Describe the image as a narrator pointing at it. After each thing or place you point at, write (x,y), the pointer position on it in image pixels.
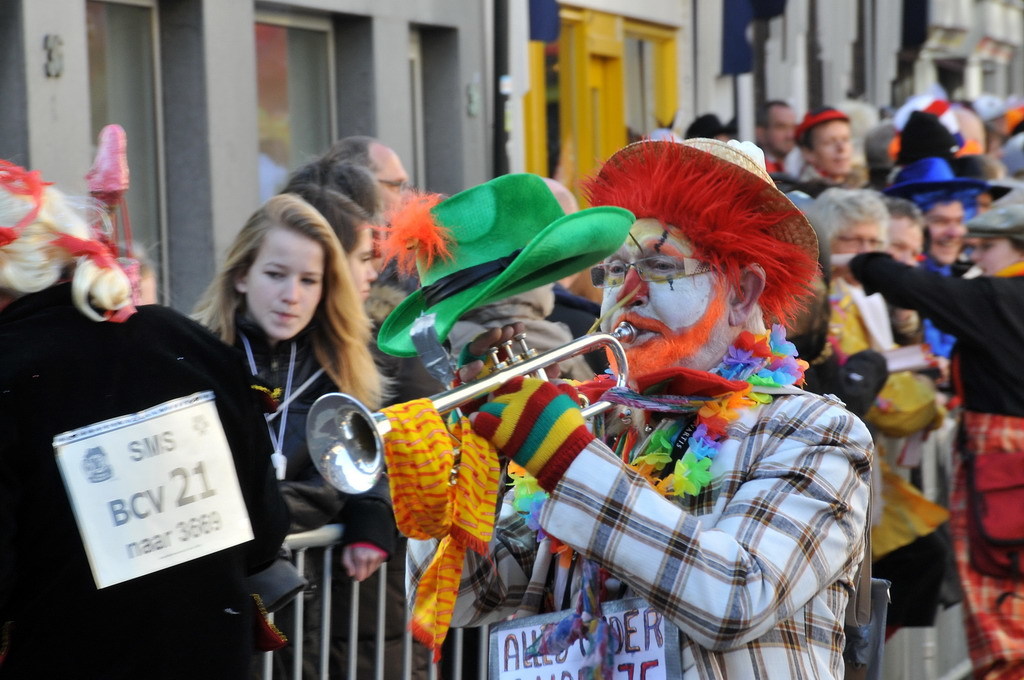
In the picture I can see a group of people (530,310) are standing among them some are wearing hats (761,188) and some other objects (729,366). The man (725,335) in the front of the image (725,389) is playing a musical instrument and some other objects (671,470). In the background (325,113) I can see buildings (393,111) and fence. The background of the image (642,117) is blurred.
